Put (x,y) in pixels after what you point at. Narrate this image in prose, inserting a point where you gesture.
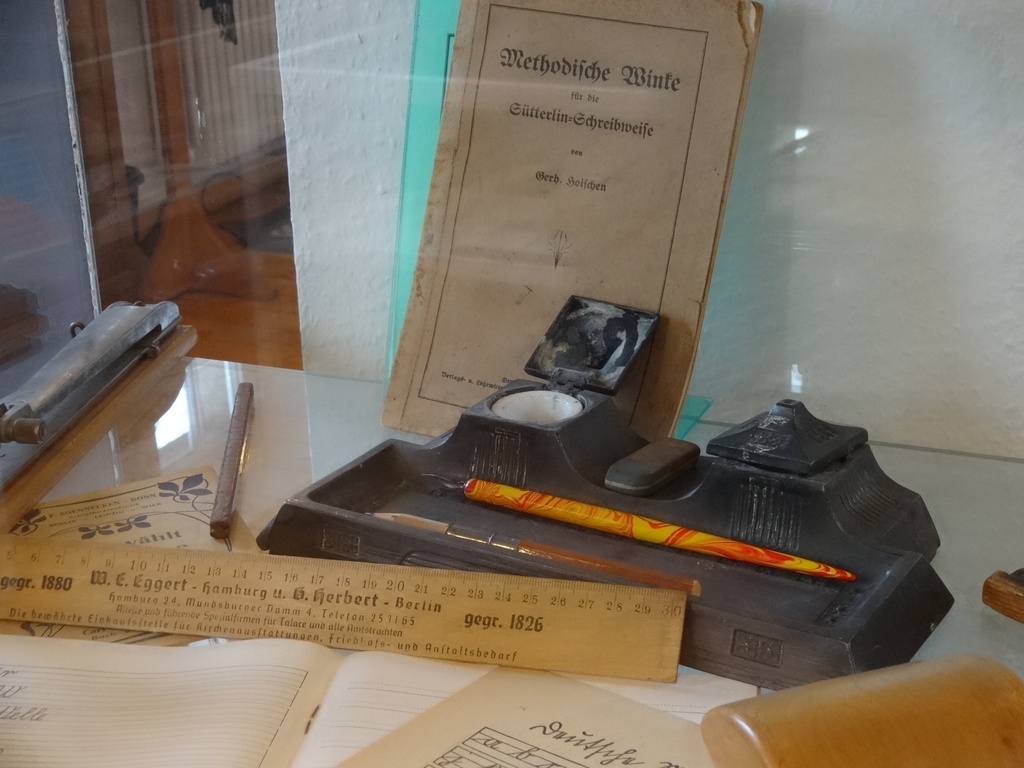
This is the table (193,411). I can see the books (349,667), ruler (402,621), file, stick (609,570) and a black color object (769,496) on it. This is the wall (834,269).
